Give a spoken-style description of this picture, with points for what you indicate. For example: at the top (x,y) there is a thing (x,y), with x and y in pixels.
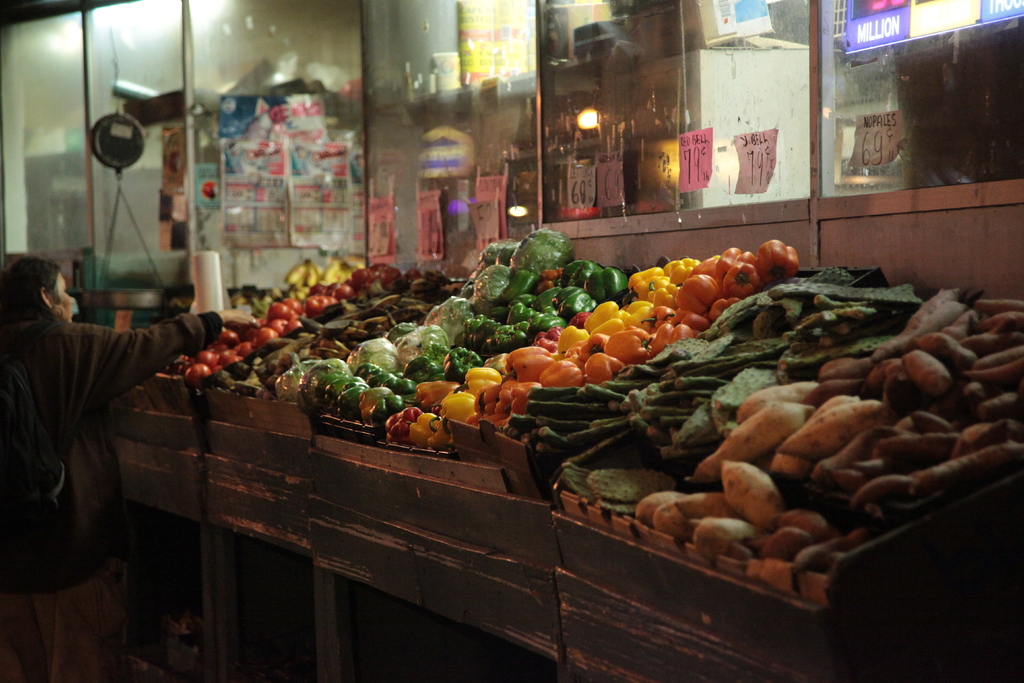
In the image we can see there are different varieties of vegetables (638,415) kept in the container (370,426). This is a glass window (657,121), light (597,122), paper (746,143) and there is a person (46,370) standing, wearing clothes (47,406).
